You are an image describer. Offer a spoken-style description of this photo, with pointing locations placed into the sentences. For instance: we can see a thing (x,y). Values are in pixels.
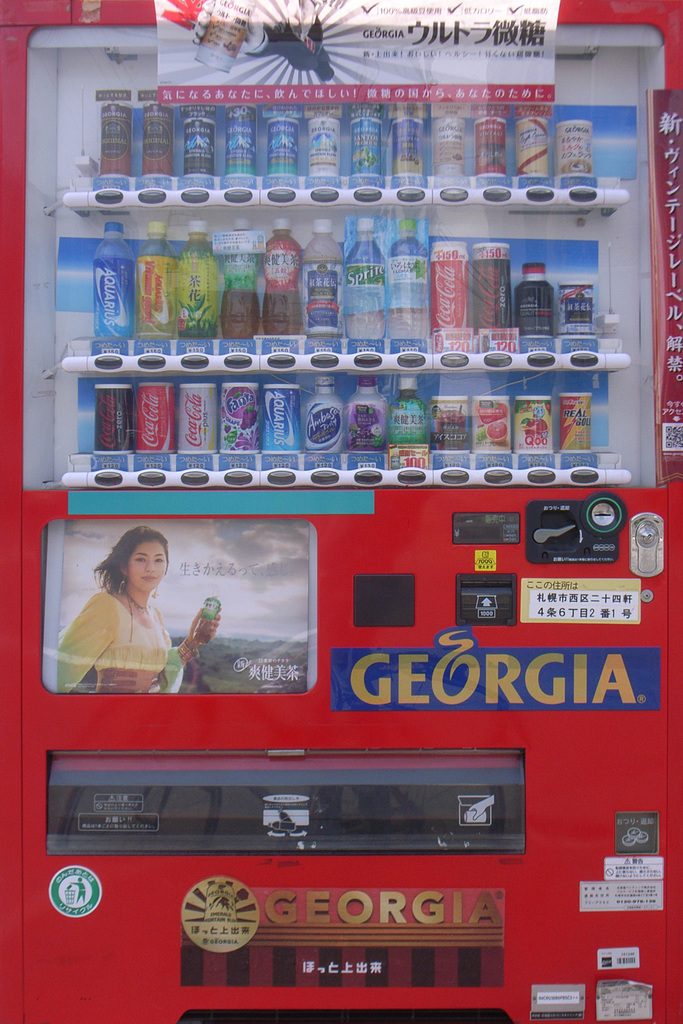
In this image we can see a machine (516,528). Inside the machine (503,780) there are many bottles (252,294). On the machine (505,770) there is an image (207,670). On the image (150,601) there is a lady (153,638) holding something in the hand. Also there are some other things (564,615) written on the machine (417,827). At the top (339,97) there is a paper (290,25) with something written on that.
